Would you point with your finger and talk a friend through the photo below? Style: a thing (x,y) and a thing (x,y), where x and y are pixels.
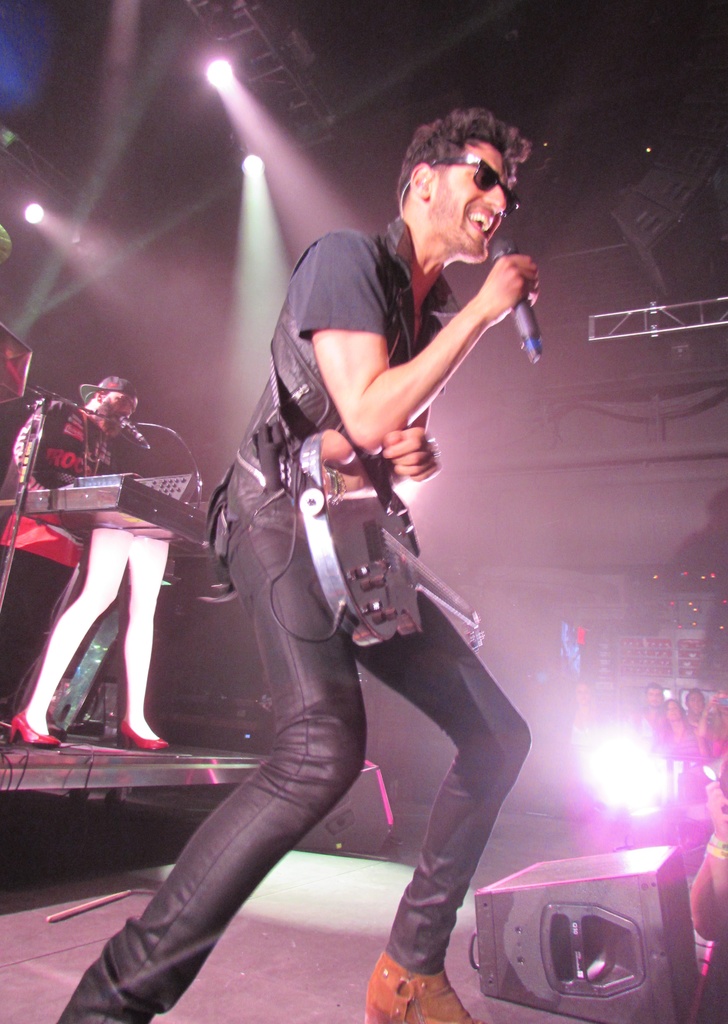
This picture shows a Man (396,967) Standing and singing with the help of a microphone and holding a guitar (407,557) and we see other man (44,448) standing at the back (72,494) and playing a musical instrument (141,529) and we see audience (709,743) watching him.
